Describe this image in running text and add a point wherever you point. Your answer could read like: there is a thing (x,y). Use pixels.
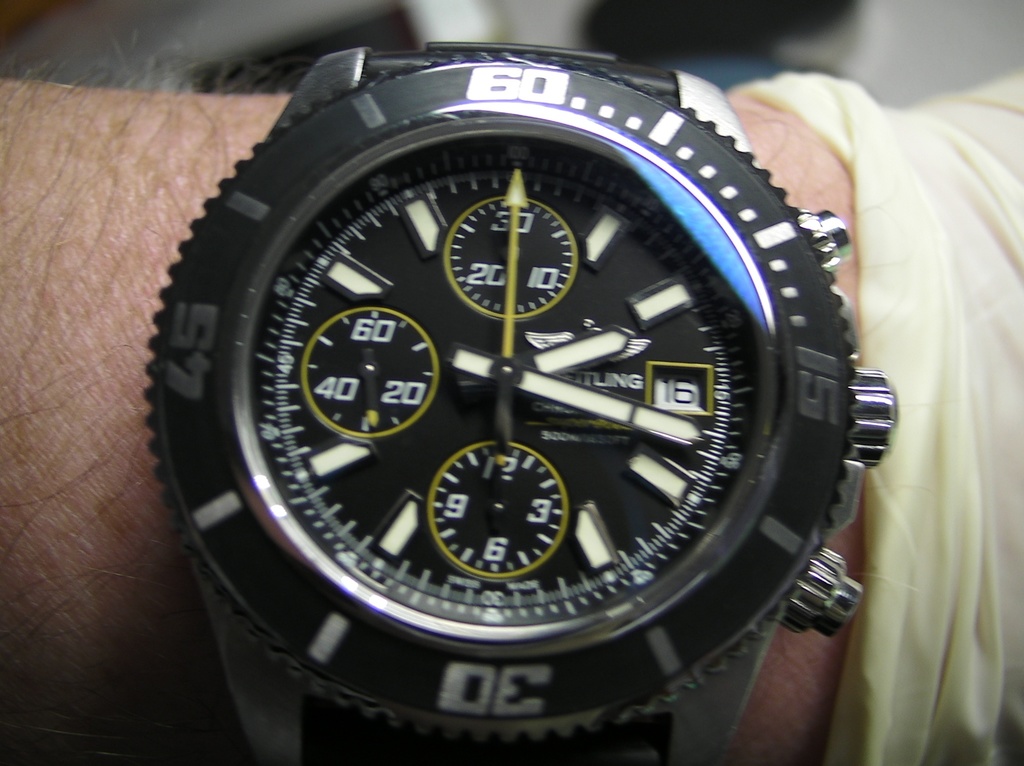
In this image I can see a watch (558,380) on a person's hand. The watch (522,379) is black in color.
